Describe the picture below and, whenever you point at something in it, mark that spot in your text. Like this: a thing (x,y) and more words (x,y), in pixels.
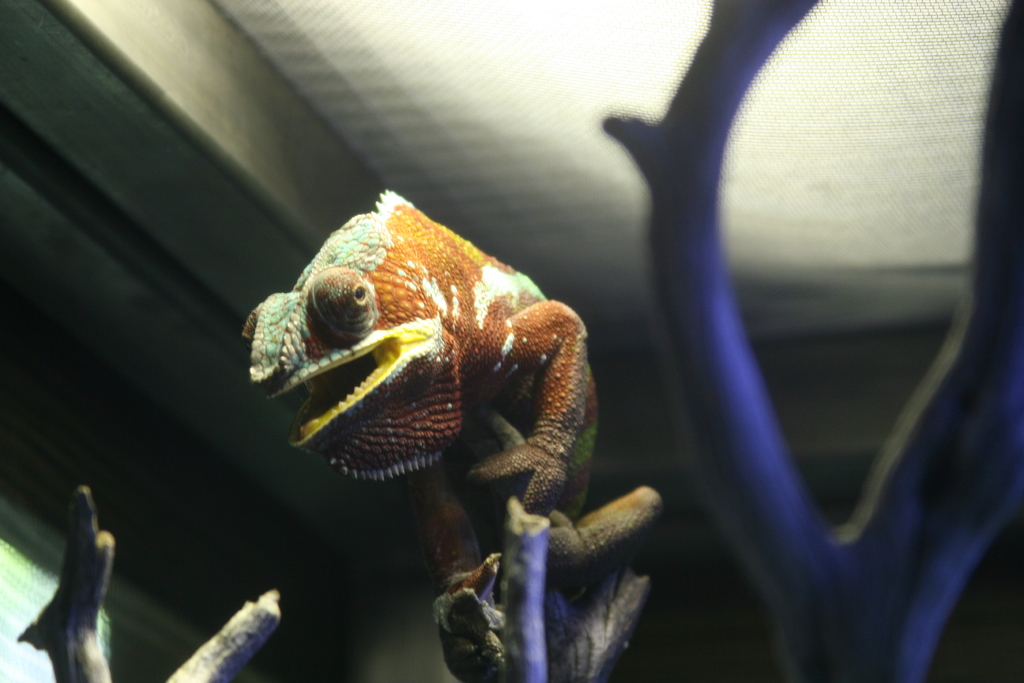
In this image there is a lizard (559,548) on the stem (528,603) of a plant (554,639). At the top of the image (361,98) there is a ceiling (481,84).
